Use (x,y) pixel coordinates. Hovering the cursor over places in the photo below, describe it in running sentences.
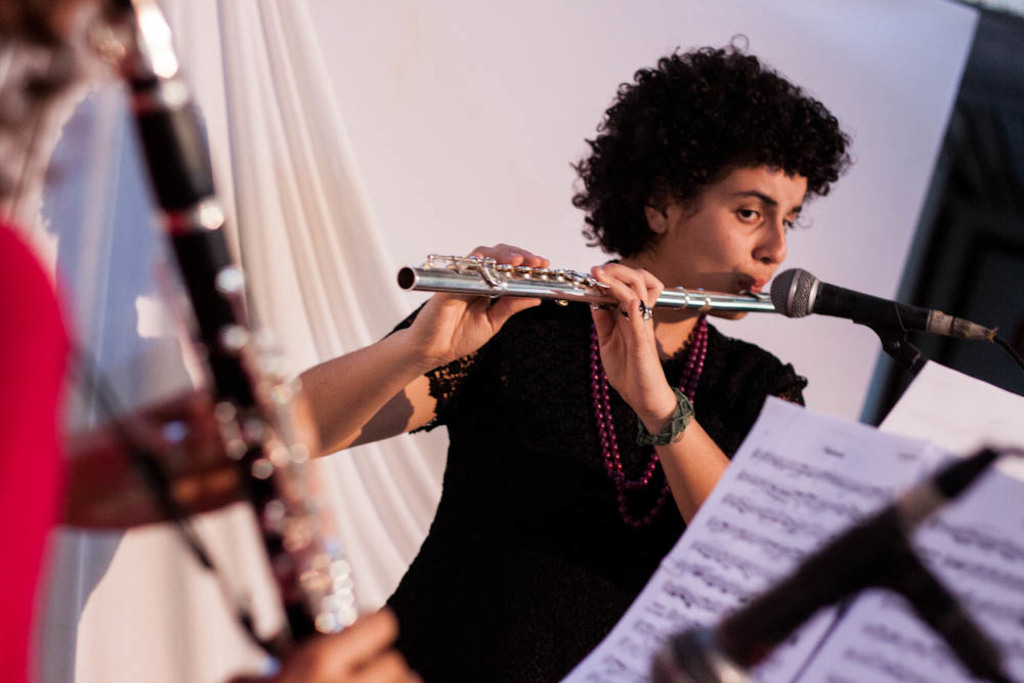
In the image there is a woman (667,309) playing a flute (564,295) and in front of her there is a mic (808,278), behind the woman (731,175) there is a wall (528,202) and in the foreground (773,407) there are music notations (791,501), an instrument (235,327) and a mic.
